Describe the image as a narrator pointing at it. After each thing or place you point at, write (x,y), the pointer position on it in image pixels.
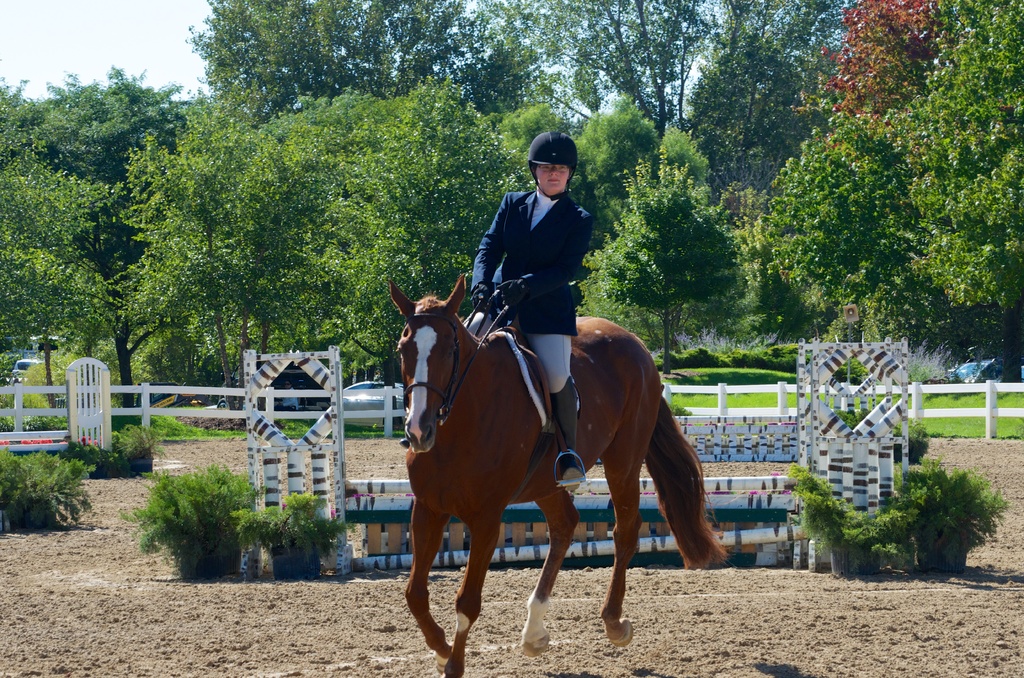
In this image I can see the person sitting on the horse (486,410) and the horse (476,416) is in brown color, background (349,91) I can see the fencing (791,415) and I can see the plants (288,526) and trees (472,42) in green color and the sky (143,59) is in white color.
